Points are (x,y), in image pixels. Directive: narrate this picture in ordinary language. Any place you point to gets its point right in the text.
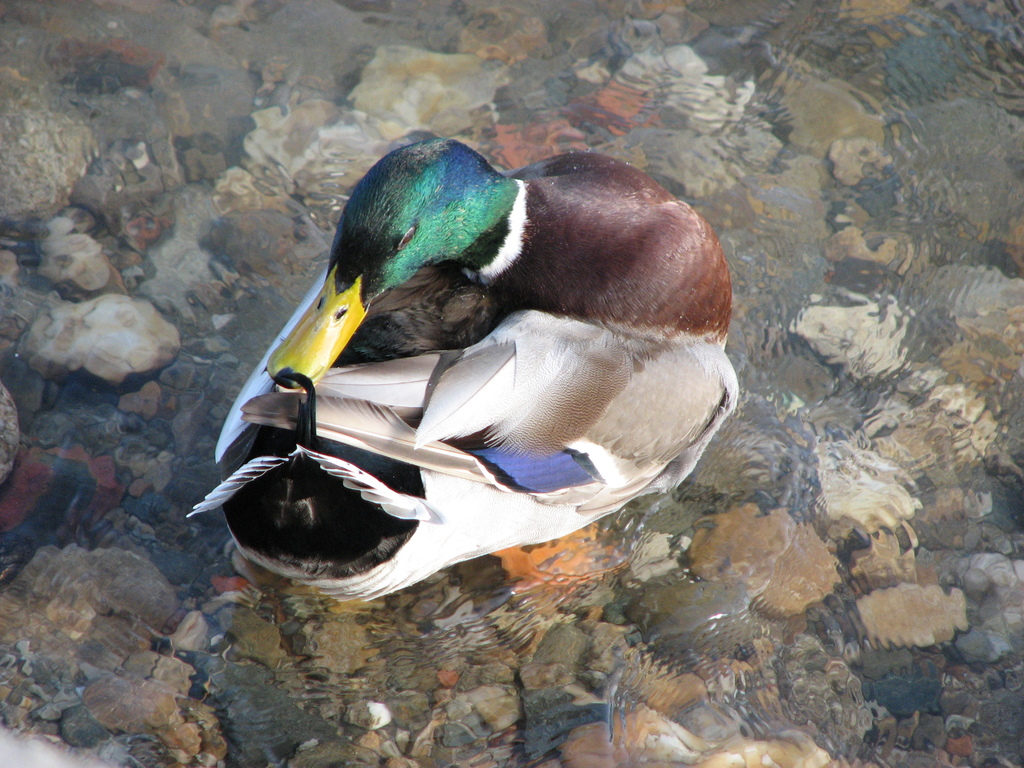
In this picture I can see there is a duck (559,477) swimming in the water (373,659) and there are some stones (769,604) and pebbles (221,662) here in the water (870,155).
